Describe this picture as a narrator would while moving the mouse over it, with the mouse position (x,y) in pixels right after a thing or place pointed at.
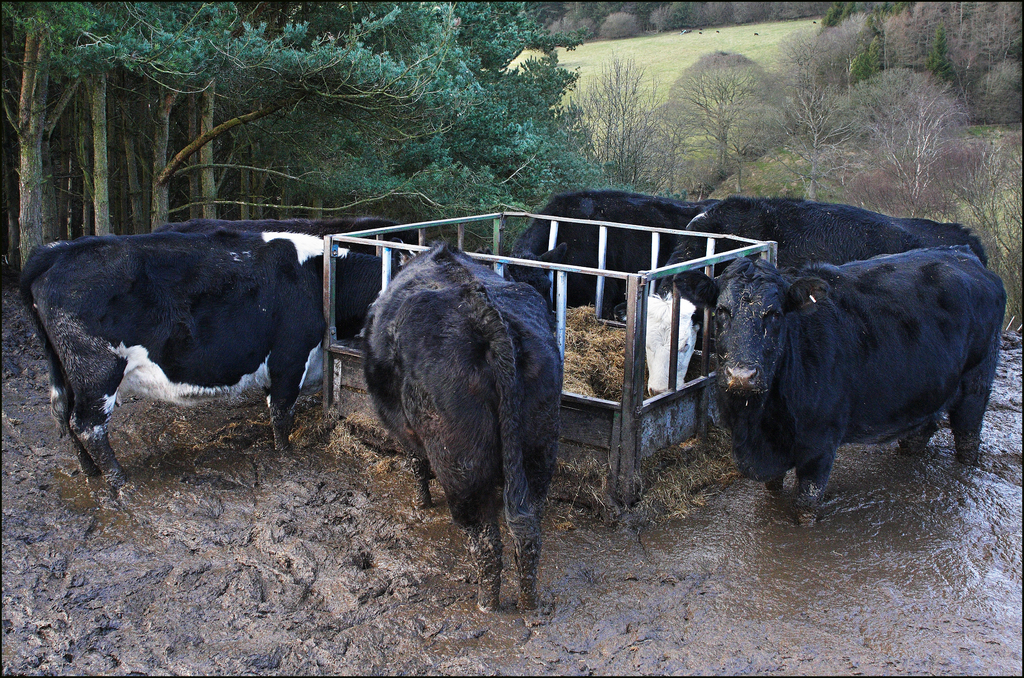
In this picture I can see animals (542,336) standing in mud (926,559), there is a metal feed grass trough (603,244), and in the background (630,83) there are trees (629,73).
